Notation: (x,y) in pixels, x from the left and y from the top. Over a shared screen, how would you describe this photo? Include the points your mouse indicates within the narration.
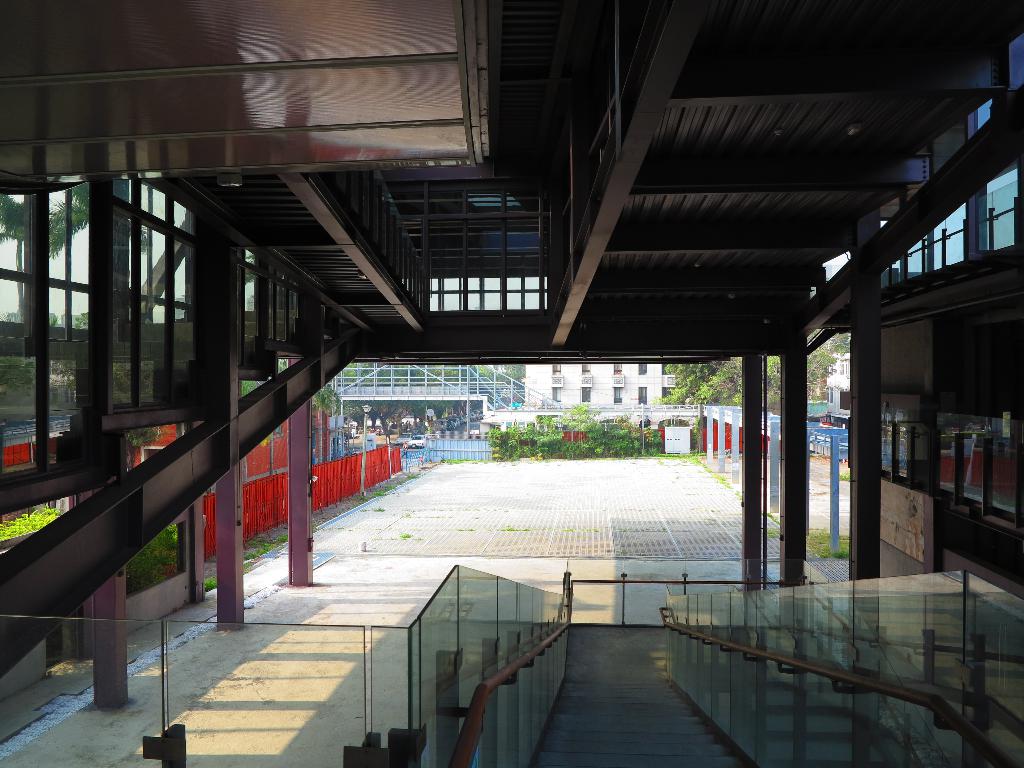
In this picture I can observe a building (502,187). In the bottom of the picture (503,693) there is a glass railing (454,697). In the background (502,455) there are plants (542,431) and trees (695,380).
